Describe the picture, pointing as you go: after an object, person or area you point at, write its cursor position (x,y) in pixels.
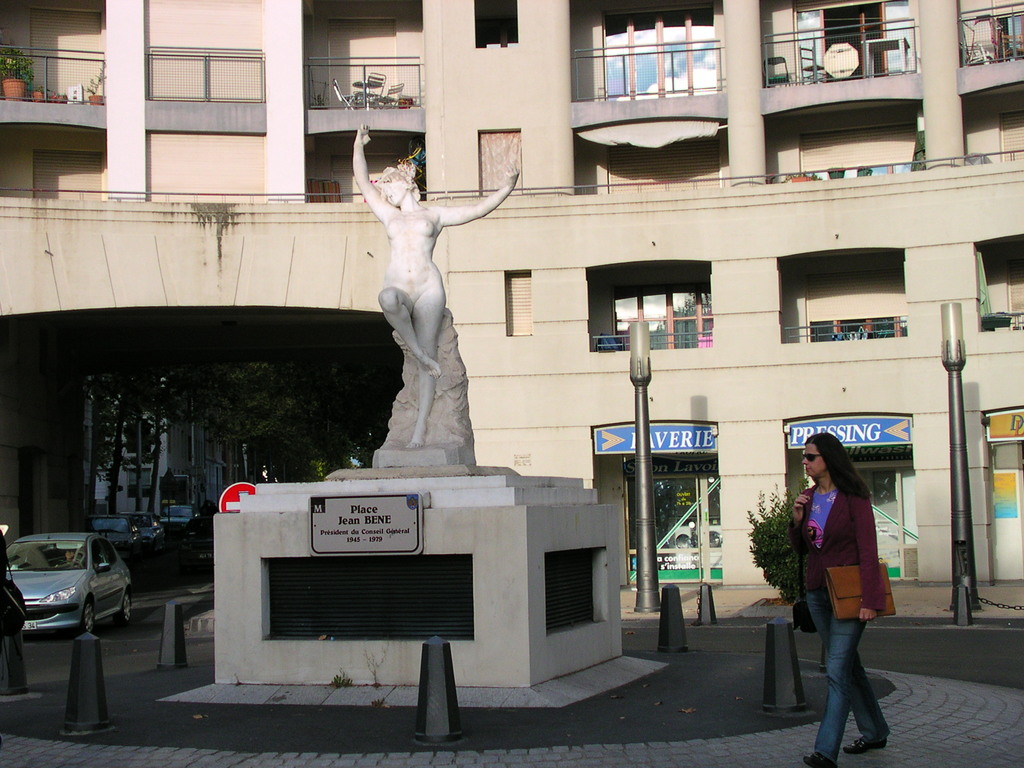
In this image, we can see a statue (432,286) on the cement stone (497,511) which is in front of the building (606,179). There is a road (809,635) in between divider cones (673,643). There are street poles (953,434) on the right side of the image (962,419). There is a car (128,584) in the bottom left of the image (99,584). There is a woman (831,548) in the bottom right of the image (806,555) wearing a bag (804,598) and holding a file (833,607) with her hand (869,610).
